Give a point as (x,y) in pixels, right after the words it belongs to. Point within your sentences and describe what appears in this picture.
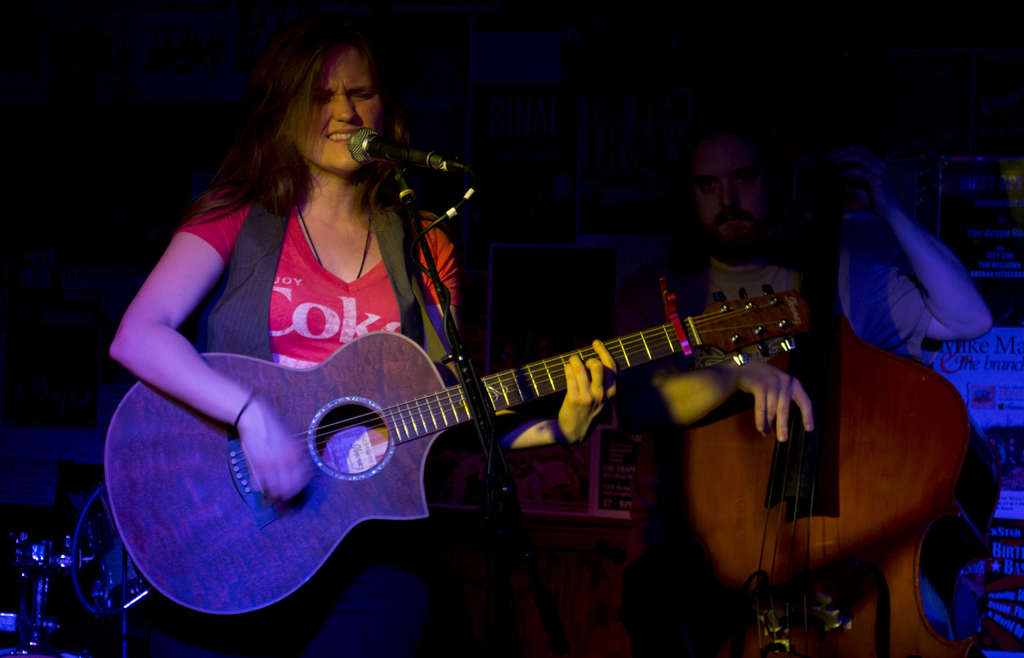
This picture shows a woman (335,183) singing and playing a guitar (306,447) in her hands (293,451). There and a stand (498,578) in front of her. In the background (744,237) there is another guy (732,213) holding a large guitar (821,466).
